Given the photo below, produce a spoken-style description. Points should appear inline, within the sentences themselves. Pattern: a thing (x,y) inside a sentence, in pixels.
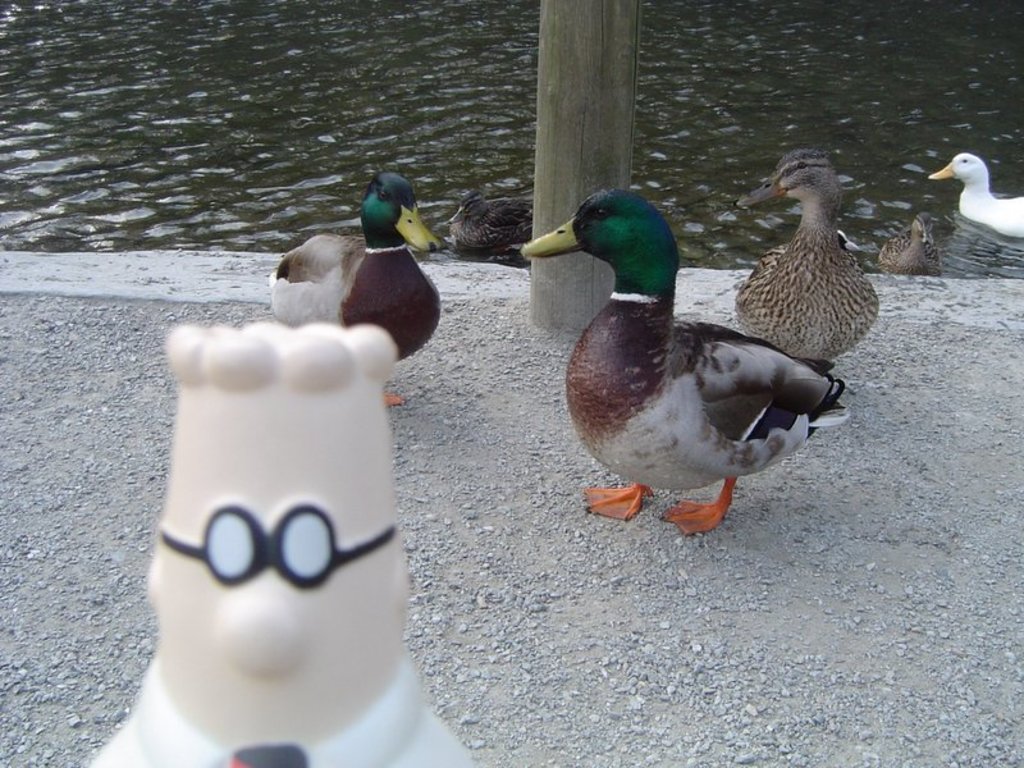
In the foreground of the image (272,693) we can see a white color toy (374,555) and a few ducks (280,270) on the ground (824,611) and a few ducks (948,172) swimming in the water (863,144). Here we can see the wooden pole (579,182).
